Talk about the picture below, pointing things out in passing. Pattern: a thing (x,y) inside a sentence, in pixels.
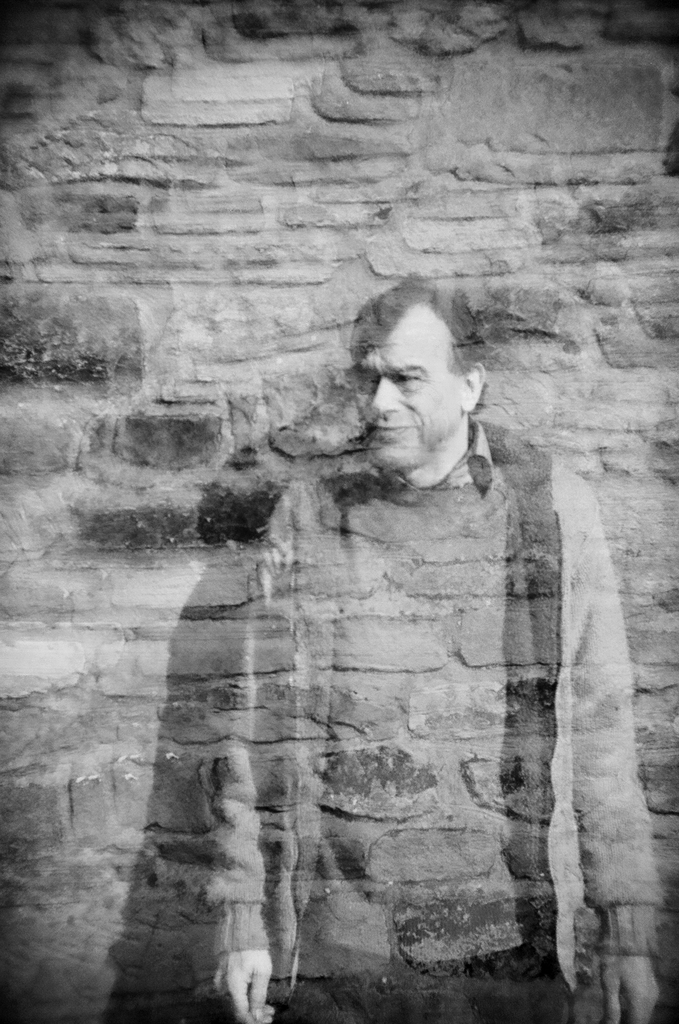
In this image we can see an edited and black and white picture of a person (445,576) standing. At the top of the image (465,34) we can see the wall (393,22).
